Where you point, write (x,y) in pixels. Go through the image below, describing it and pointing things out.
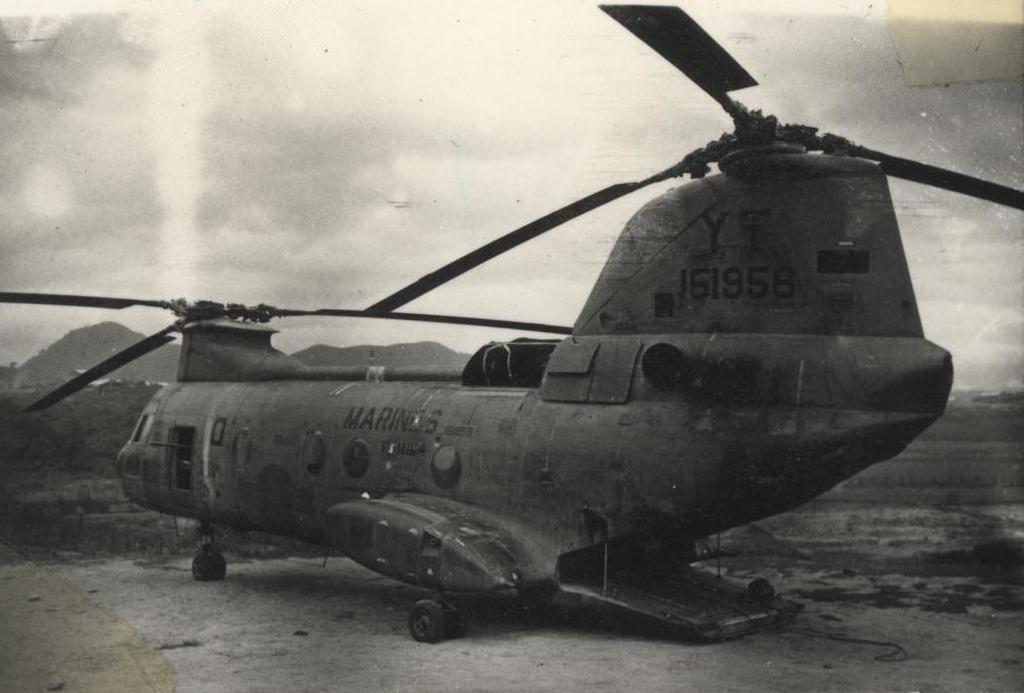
In this picture we can see a helicopter (641,293) on the ground (711,688), mountains (37,381) and in the background (887,101) we can see the sky (499,63) with clouds (492,183).
